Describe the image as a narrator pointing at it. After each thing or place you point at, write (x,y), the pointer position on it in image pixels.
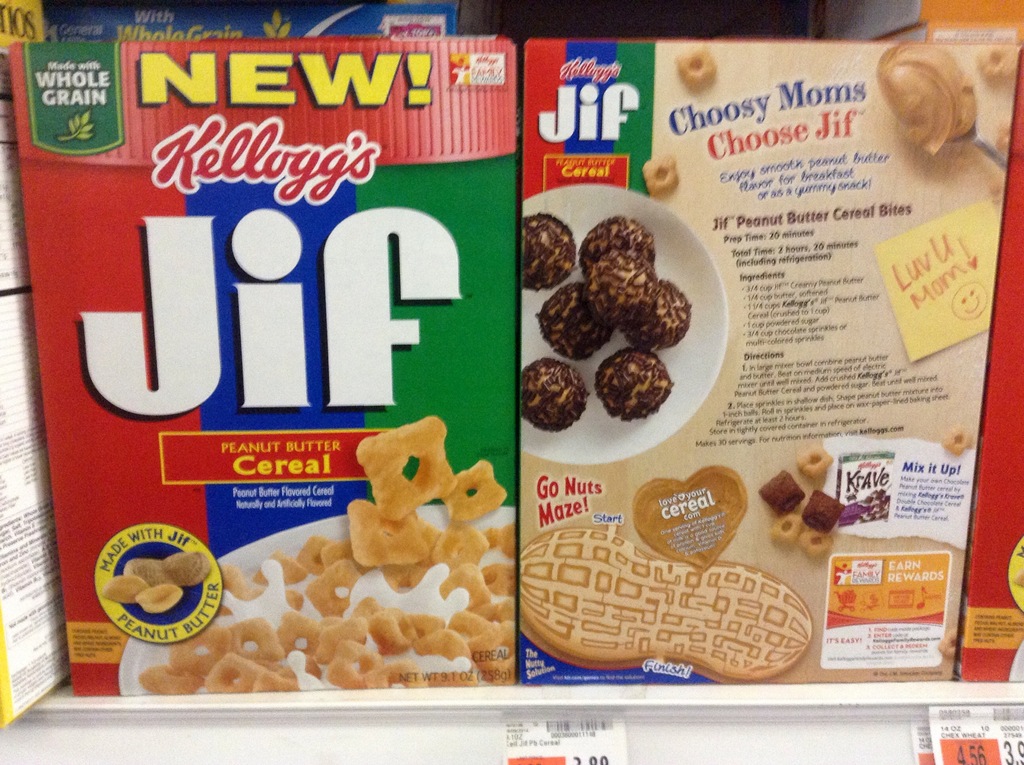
In this image we can see boxes (236,349). And some text (742,376) written on it.
